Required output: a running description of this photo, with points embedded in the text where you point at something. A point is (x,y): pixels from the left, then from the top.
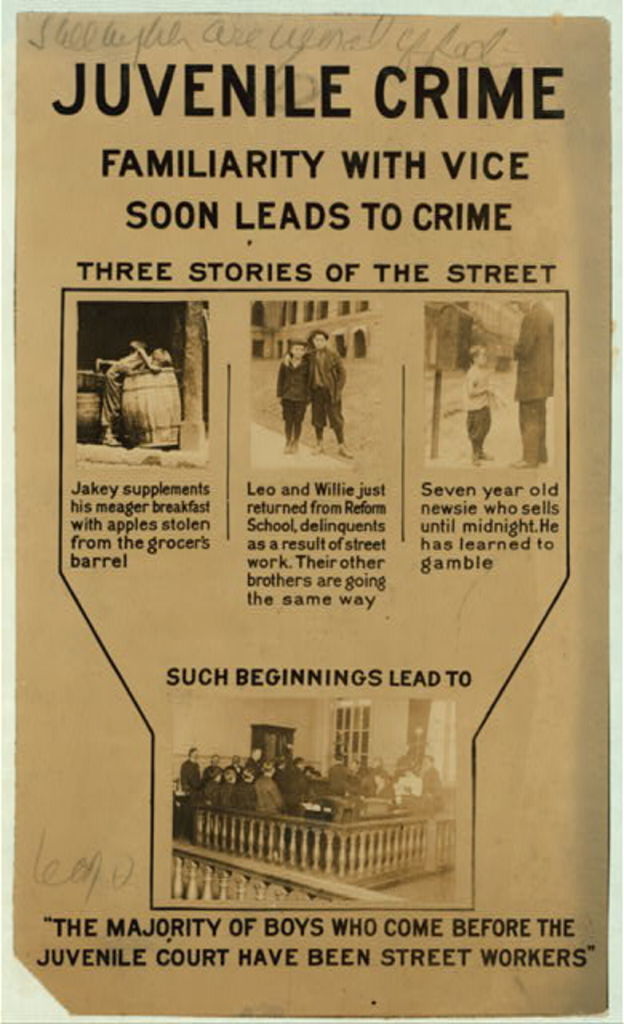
In the image there is a page (408,149) and on the page (137,544) there is some text (119,522) and pictures (284,855).
